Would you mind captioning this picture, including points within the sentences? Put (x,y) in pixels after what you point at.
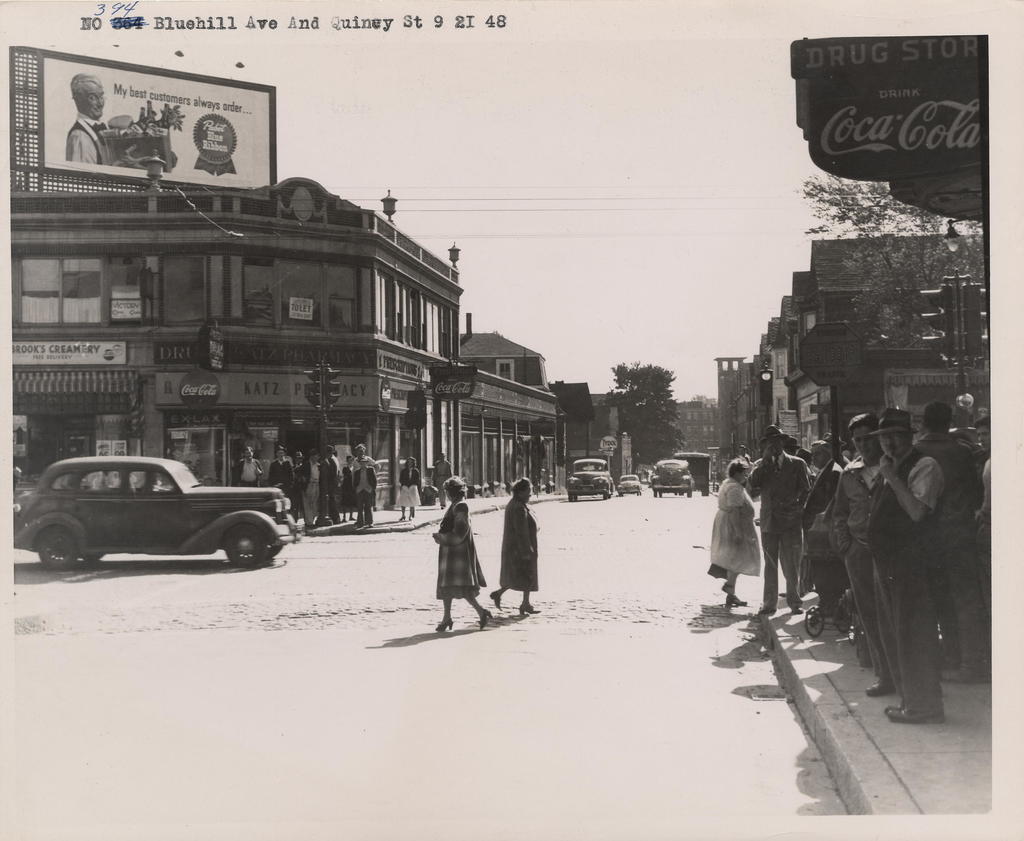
In the picture we can see black and white photograph of a street (237,692) with road (412,703), on the either sides of the road (568,499) we can see houses (603,456), buildings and a path (879,757), and on it we can see some people (826,497) are standing and on the road (562,511) we can see two women (460,553) are walking and we can see some vintage cars (593,466) and in the background (665,429) we can see some trees (663,412) and sky (703,199).
